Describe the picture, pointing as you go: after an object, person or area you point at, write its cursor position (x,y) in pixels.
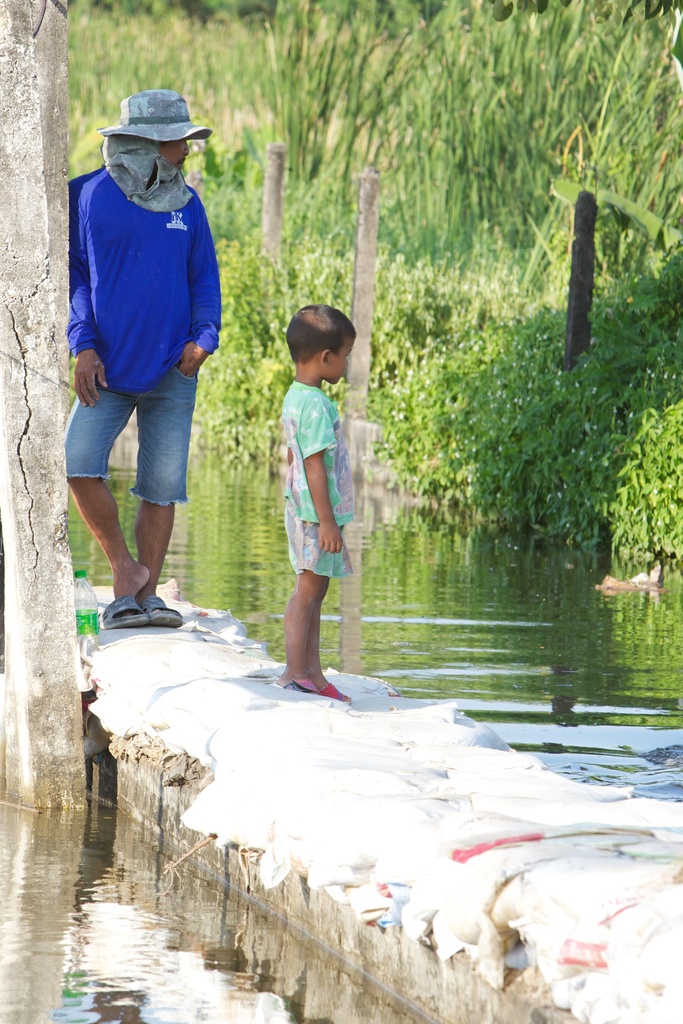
In this image we can see the persons (298,460) standing and we can see the poles (58,115), bottle (87,617) and water (507,528). And we can see the plants (469,79).
